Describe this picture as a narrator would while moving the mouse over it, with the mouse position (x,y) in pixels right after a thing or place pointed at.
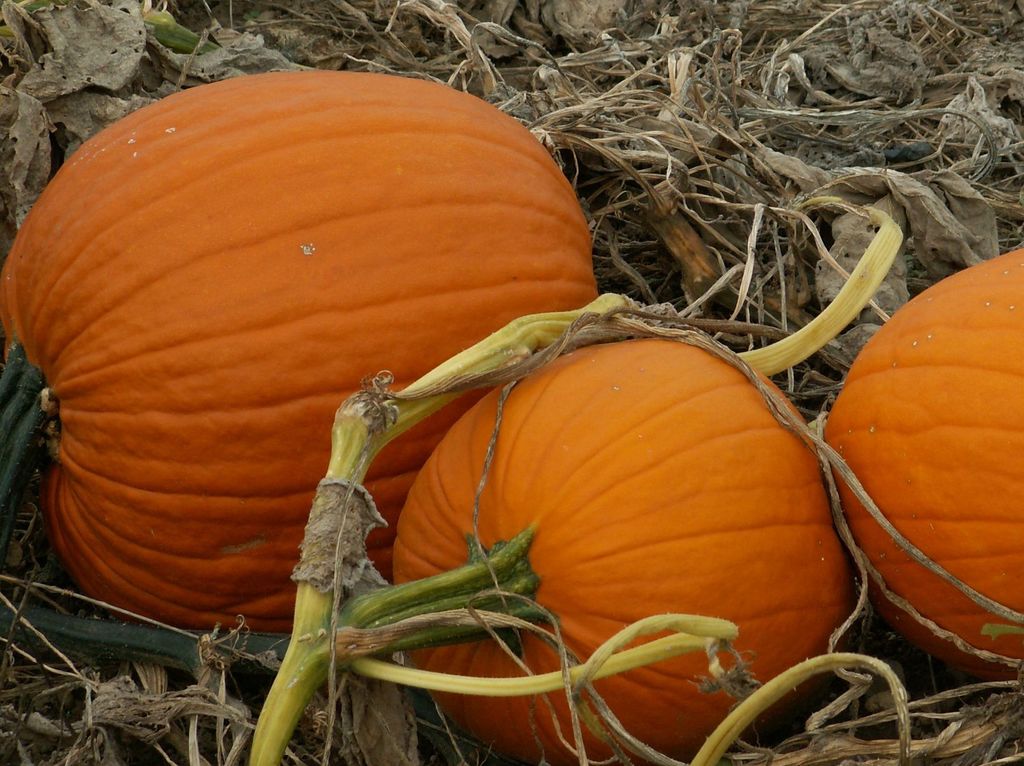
In the center of the image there are pumpkins (428,663). At the bottom of the image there is dried leaves (733,42).
